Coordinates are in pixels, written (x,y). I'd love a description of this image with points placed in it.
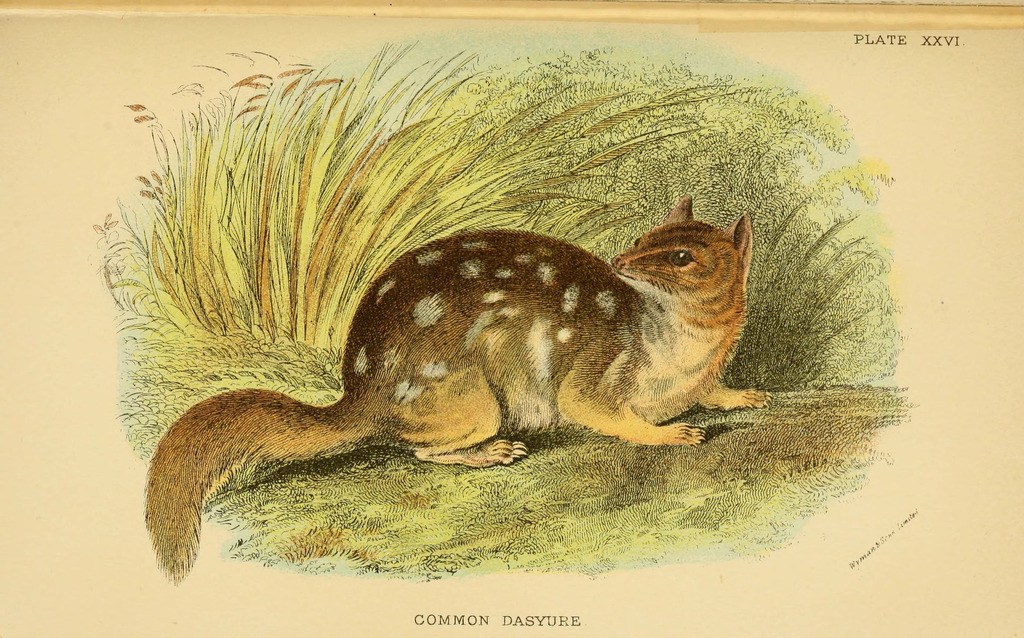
In this image we can see the picture (567,311) of a quoll (503,328) sitting on the grass (594,505) on the paper (524,597) and we can also see texts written on the paper (979,128).
